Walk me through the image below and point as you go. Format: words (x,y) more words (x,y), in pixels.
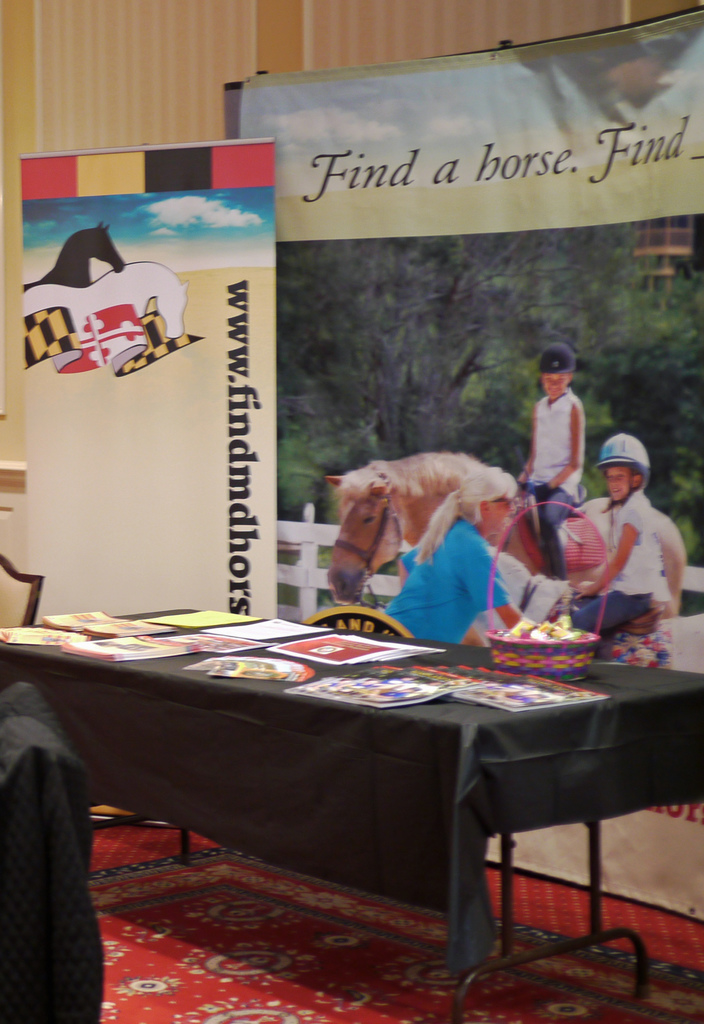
In this image we can see a table (529,739) and the table (505,804) is covered with a black colored cloth (412,780). On the table (279,799) we can see some papers (276,666) and also a basket (536,664). In the background (293,419) we can see the banners (372,282) and on the banners (278,312) we can see the text (245,459) and also the images (502,479) of humans (556,466) and also a horse (516,524). Wall (202,91) is also visible. At the bottom (410,966) there is a red color carpet (320,955).
